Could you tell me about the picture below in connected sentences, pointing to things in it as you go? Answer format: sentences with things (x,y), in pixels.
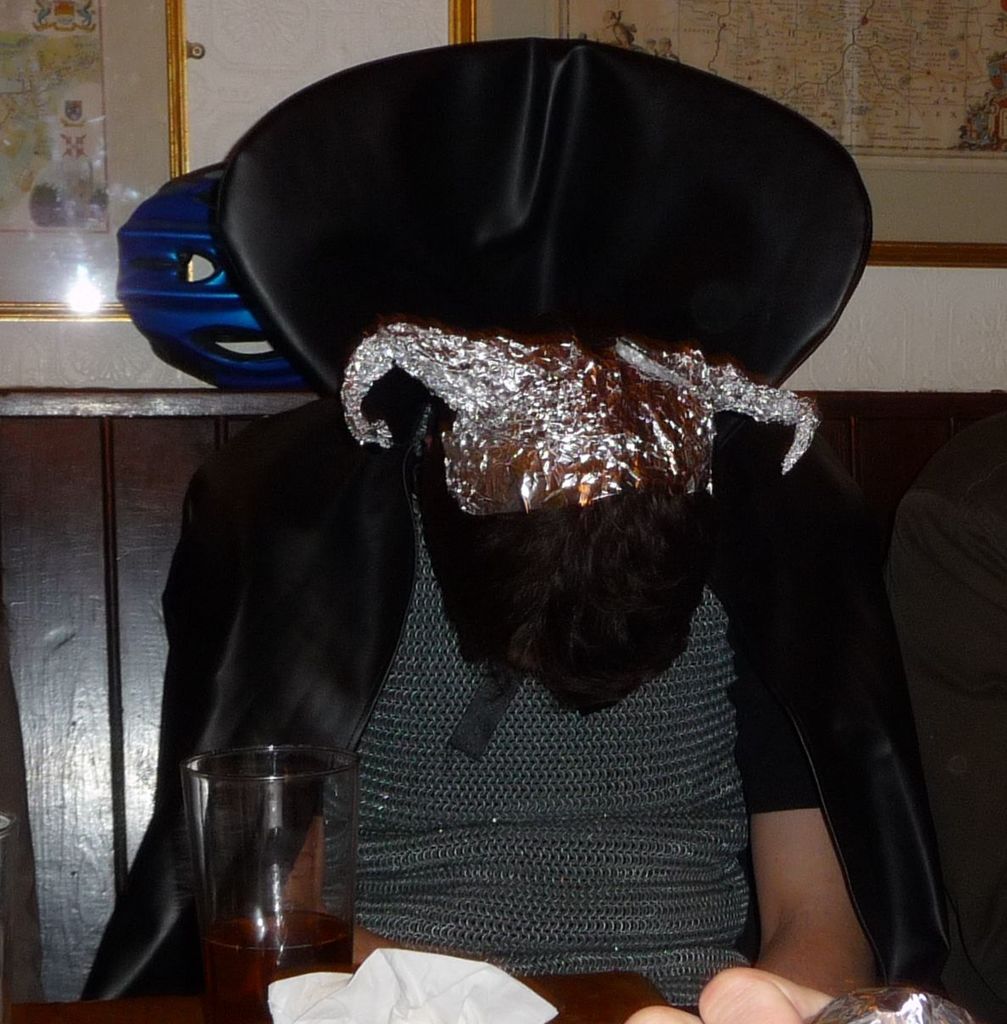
In this image we can see there is a person (342,645) sitting on a chair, he is wearing a mask (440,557), in front (389,953) there is a table (624,1009), glass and some objects (471,983) on it, at the back (164,95) there are photo frames (164,95) on a wall (214,66).
